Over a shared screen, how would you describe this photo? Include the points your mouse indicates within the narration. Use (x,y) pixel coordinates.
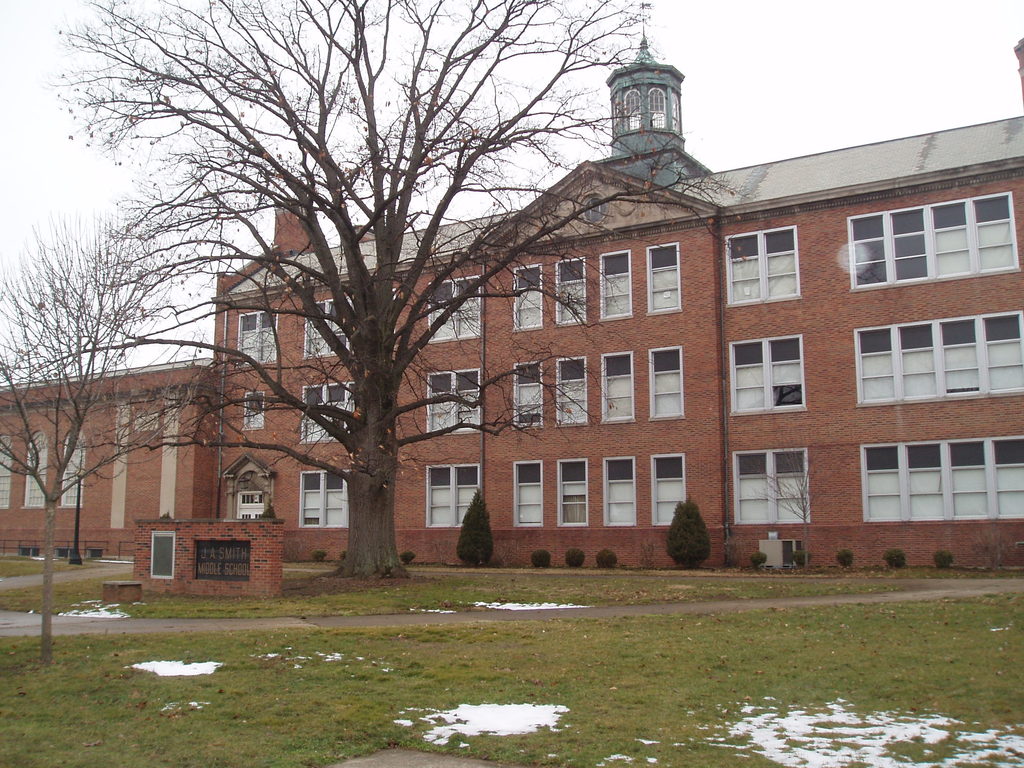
In this image, I can see a building (575,328) with windows (736,262). In front of the building (417,442), there are trees (360,447), bushes (469,521), name board (216,549) and snow (441,721) on the grass (509,687). In the background (61,137), there is the sky (830,43).
